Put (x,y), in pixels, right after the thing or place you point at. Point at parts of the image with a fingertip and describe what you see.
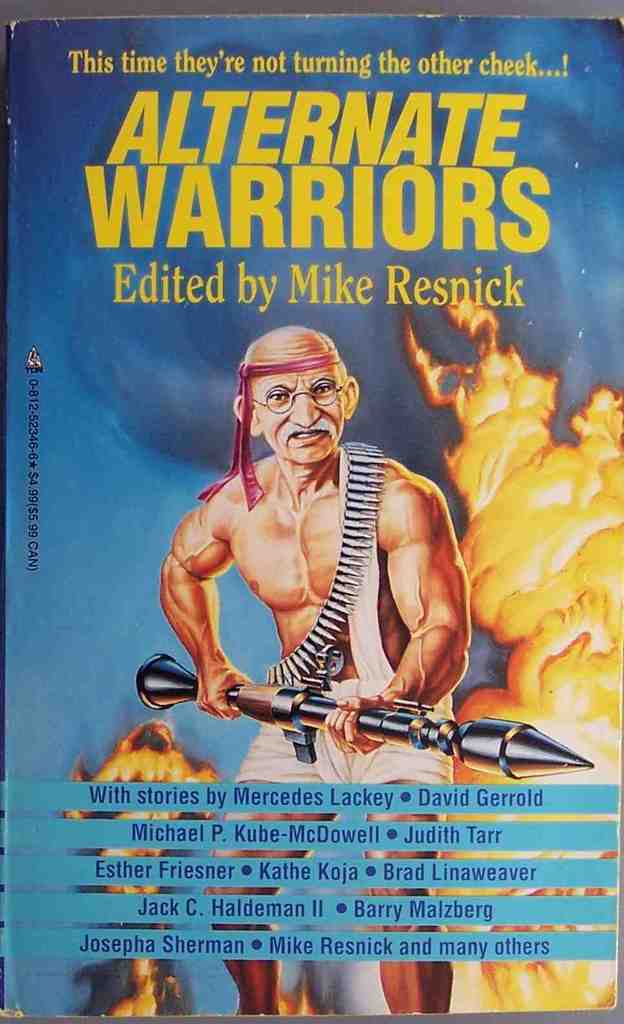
This is an edited image in which there is a person (379,605) holding an object (301,717) in his hand (379,744) and there is some text (309,298) written on the book (309,298) and there is fire (527,605).
